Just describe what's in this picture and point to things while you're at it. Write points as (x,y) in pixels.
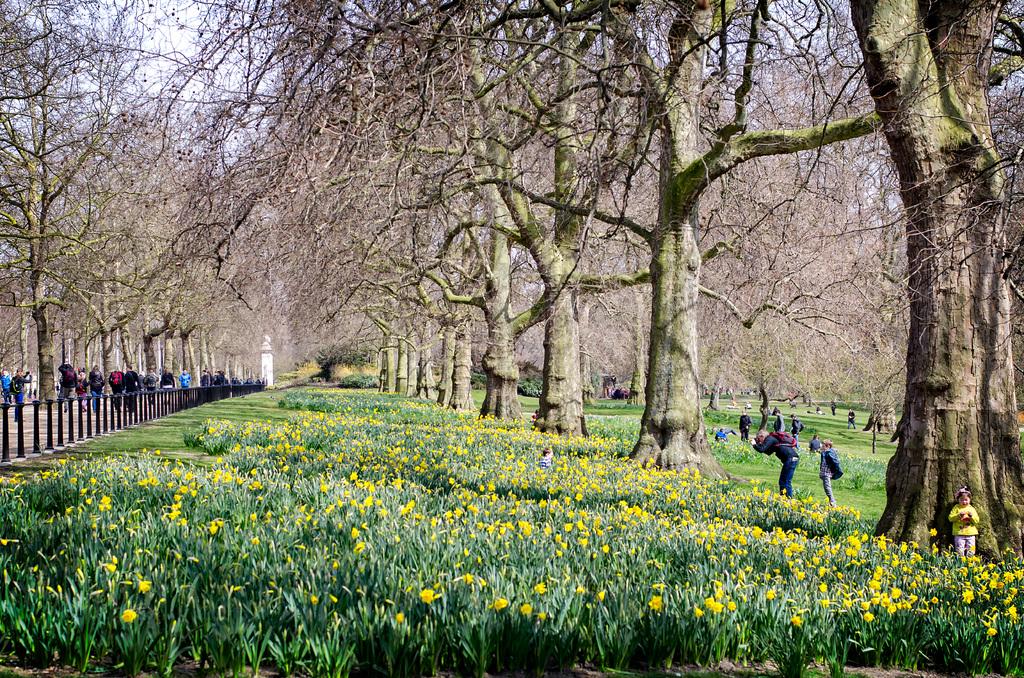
In this picture we can see some plants (440,509) and flowers (330,420) at the bottom (293,457), on the right side (912,427) and left side (122,231) there are trees (134,319) and some people (210,372), on the left side (147,394) we can see railing (49,423), there is the sky (193,20) at the top of the picture (162,27).
